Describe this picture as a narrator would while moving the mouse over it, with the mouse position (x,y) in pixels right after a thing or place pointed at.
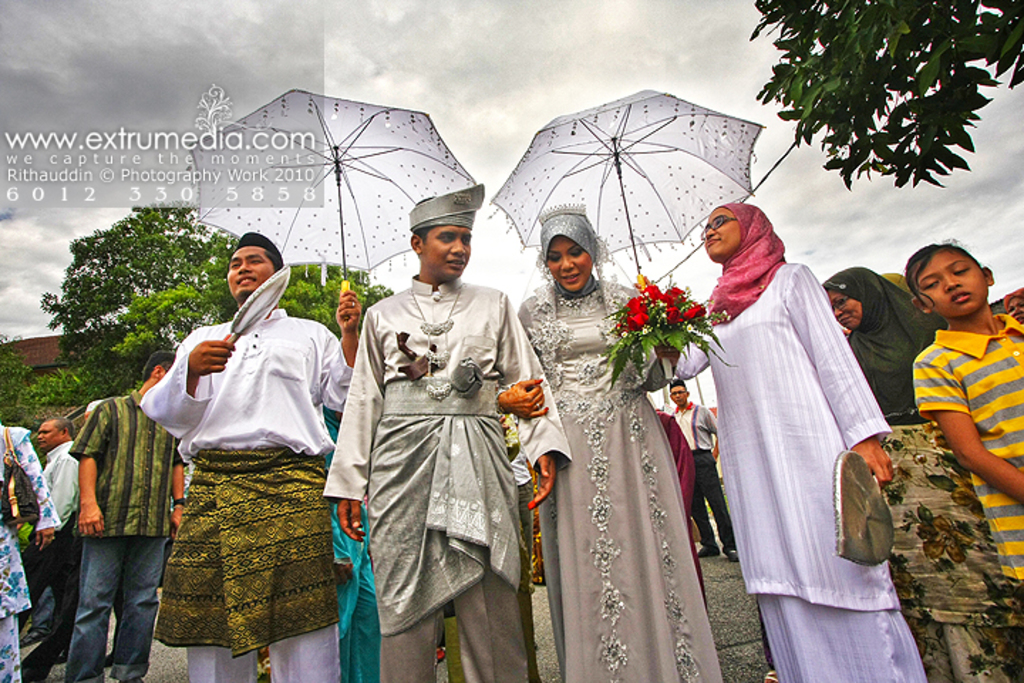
Here in this picture we can see a group of men (279,360) and women (780,333) standing over a place and we can see two persons (297,366) are holding umbrellas (641,183) in their hands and behind them we can see plants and trees (208,255) present all over there and we can also see clouds (868,226) in sky (442,118).
